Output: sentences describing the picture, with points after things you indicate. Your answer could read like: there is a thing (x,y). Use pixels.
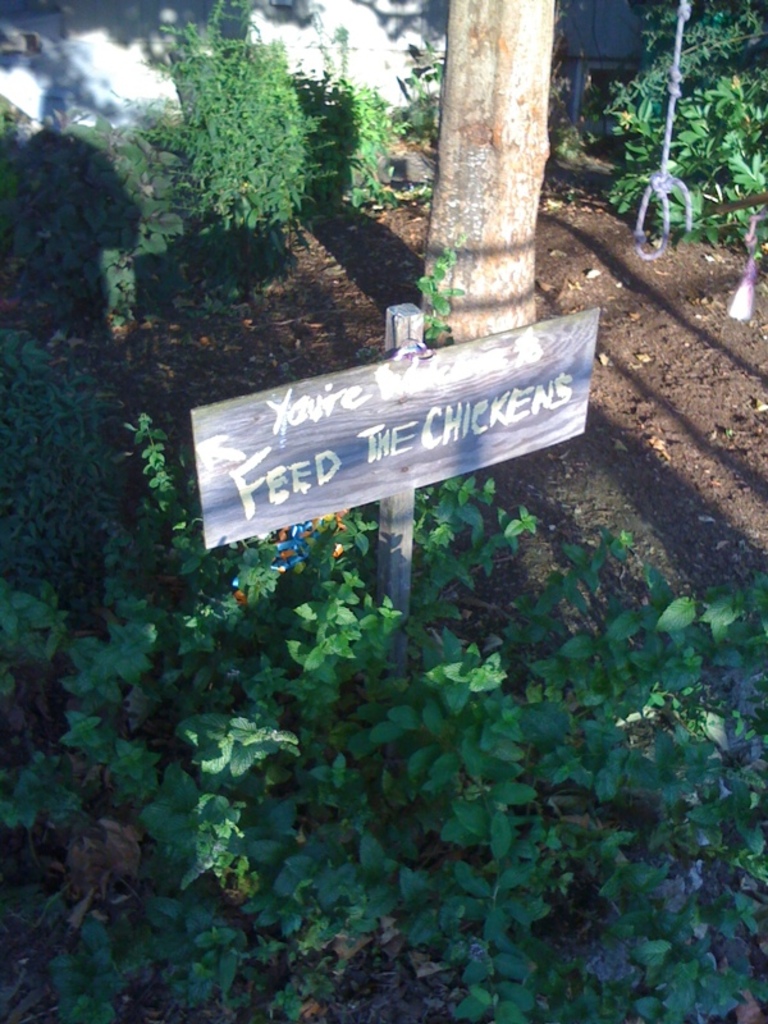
In the picture I can see a board (384,420) which has something written on it and there are few plants (446,657) around it and there are some other plants (278,113) in the background (238,134).
